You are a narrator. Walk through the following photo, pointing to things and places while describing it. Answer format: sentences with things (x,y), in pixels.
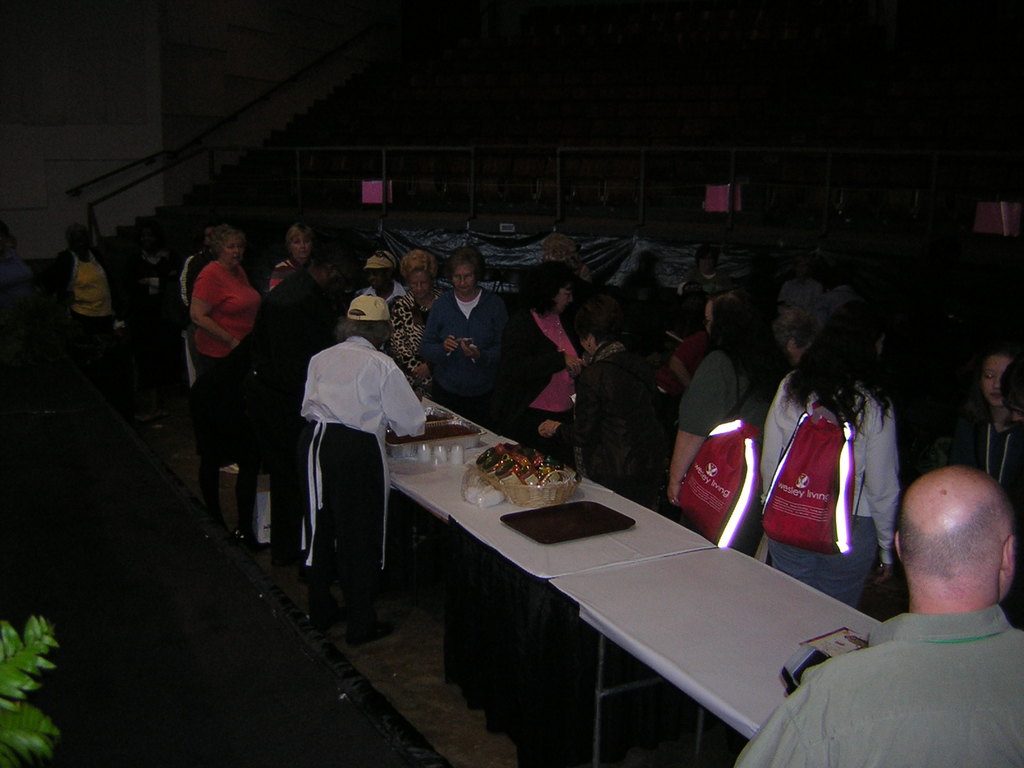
In this picture we can see a group of people (527,407) carrying their bags (844,477) and in front of them on table (764,613) we have tray (564,518), basket (540,483), glasses (458,457) and in the background (392,299) we can see fence (402,197), steps (232,191), wall (121,87), some persons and it is dark.
